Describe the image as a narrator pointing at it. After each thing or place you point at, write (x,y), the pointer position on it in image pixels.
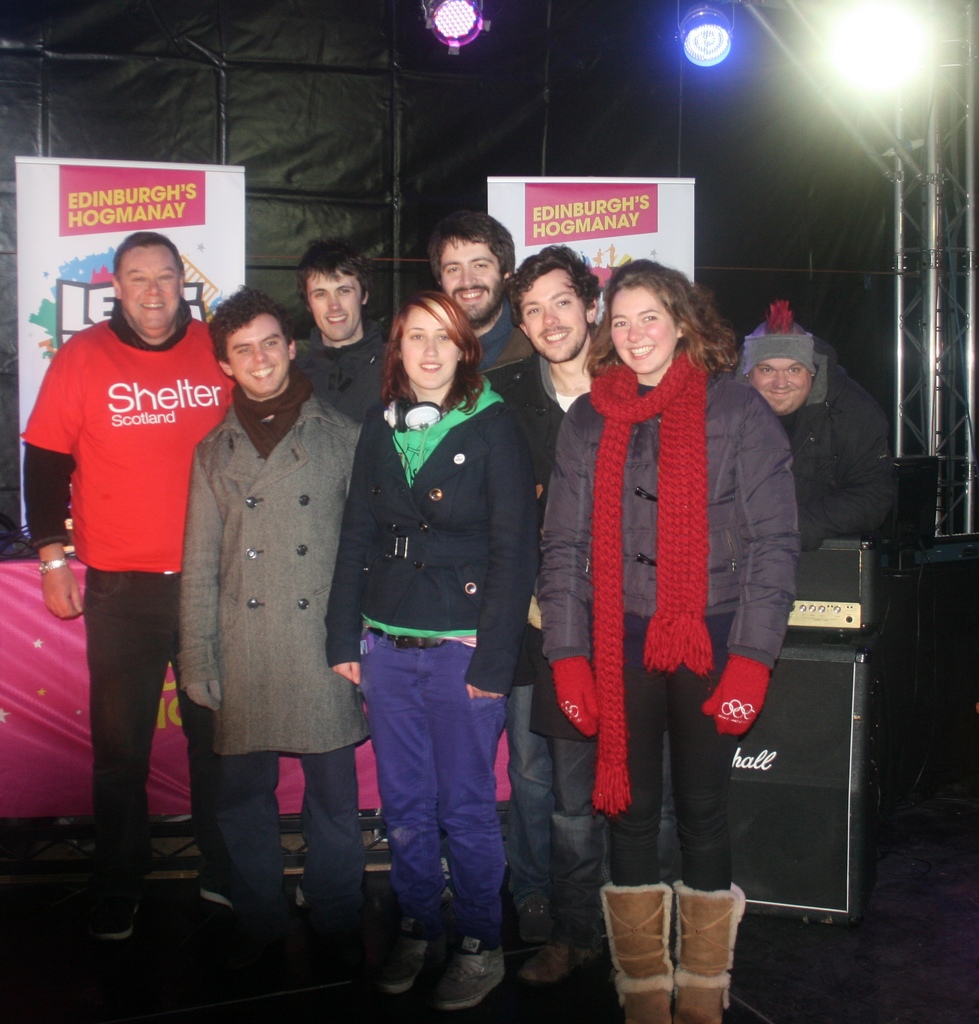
In this picture, we see people (557,462) are standing. All of them are smiling and they are posing for the photo. On the right side (765,725), the man (863,455) is standing behind the black table (772,711) or a stand (752,729). Behind them, we see a pink sheet (85,693) or a banner (36,691). We see boards (100,274) in white color with some text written on it. We even see a black color sheet (435,152). At the top (457,29), we see the lights (866,91). On the right side (971,486), we see the pole (943,480).
